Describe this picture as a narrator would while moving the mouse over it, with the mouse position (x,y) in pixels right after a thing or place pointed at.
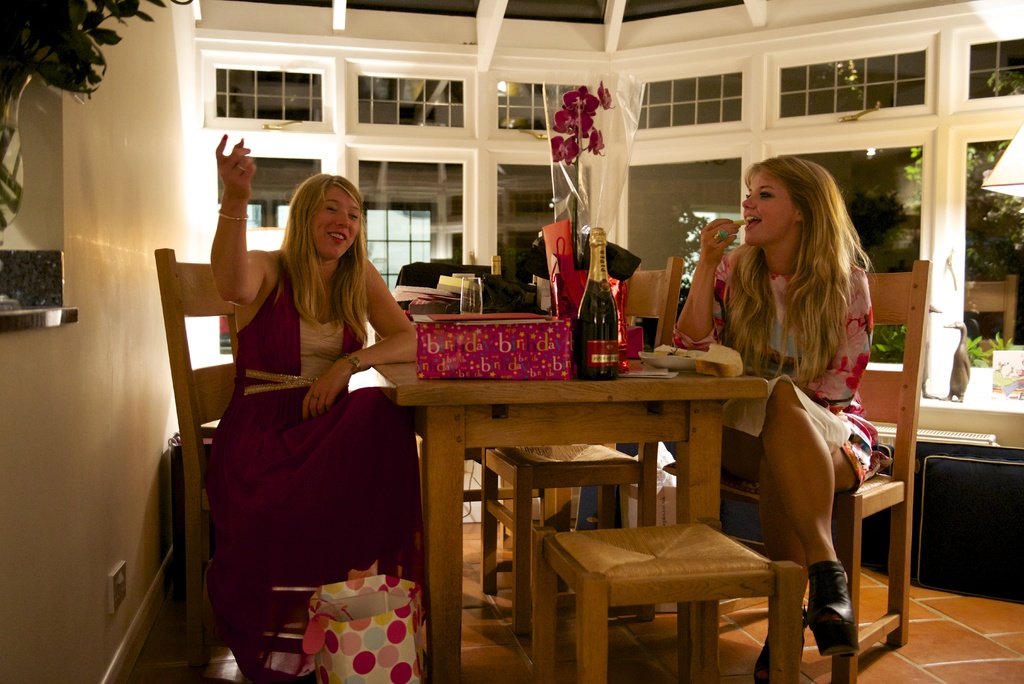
There are two ladies (793,288) sitting on chairs (237,374). In the middle (455,442) there is a table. On the table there is packet (479,342), bottle (591,308), bouquet (578,225), food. Around the table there are chairs (608,503). On the left top (39,43) there is a plant pot (36,66). In the background (631,72) there is wall (865,65) made up of glass (849,82).
